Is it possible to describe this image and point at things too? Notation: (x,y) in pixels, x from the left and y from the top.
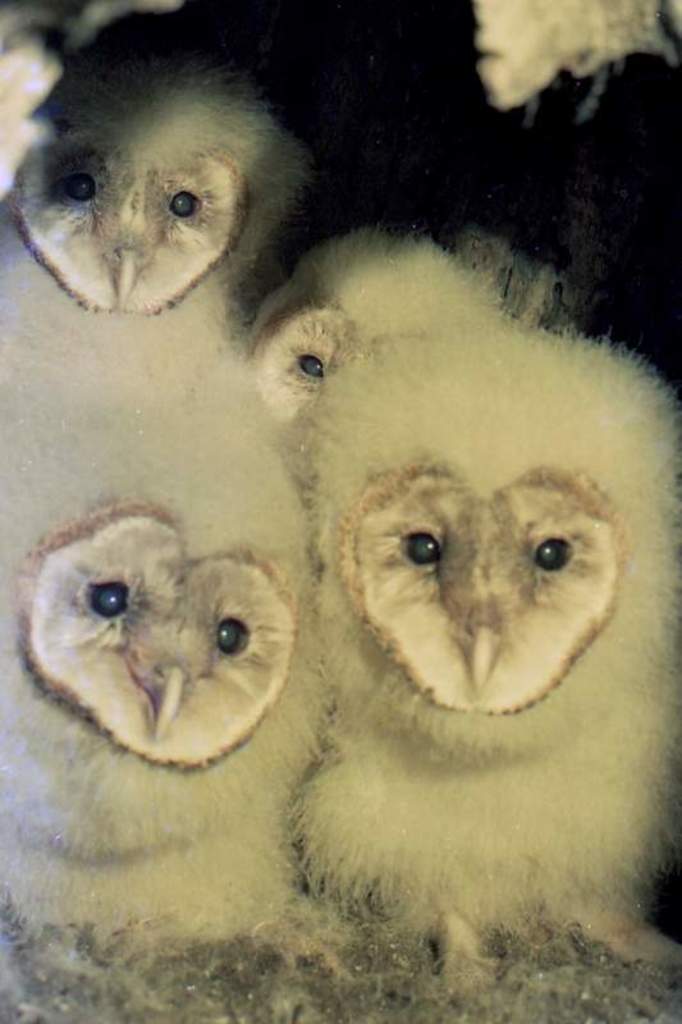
In this picture we can see birds (393,634) and in the background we can see it is dark.
